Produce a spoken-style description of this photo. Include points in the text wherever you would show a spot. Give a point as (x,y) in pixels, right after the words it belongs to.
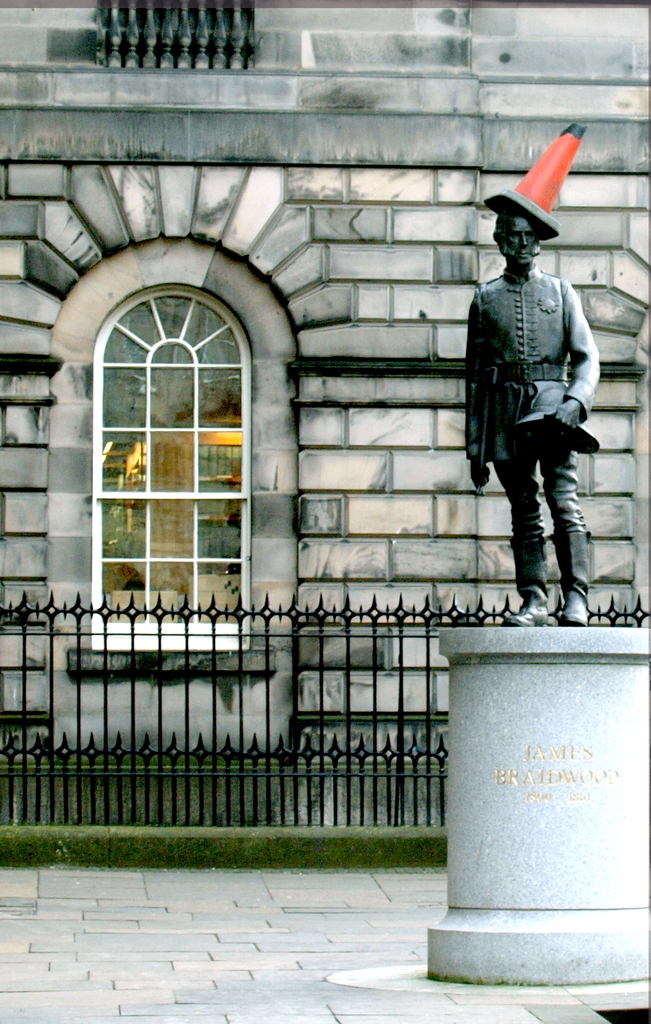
In the picture I can see a statue of a person (573,432) and other objects (601,712). In the background (306,692) I can see fence (269,710) and a building (227,571) which has a window (200,481).
